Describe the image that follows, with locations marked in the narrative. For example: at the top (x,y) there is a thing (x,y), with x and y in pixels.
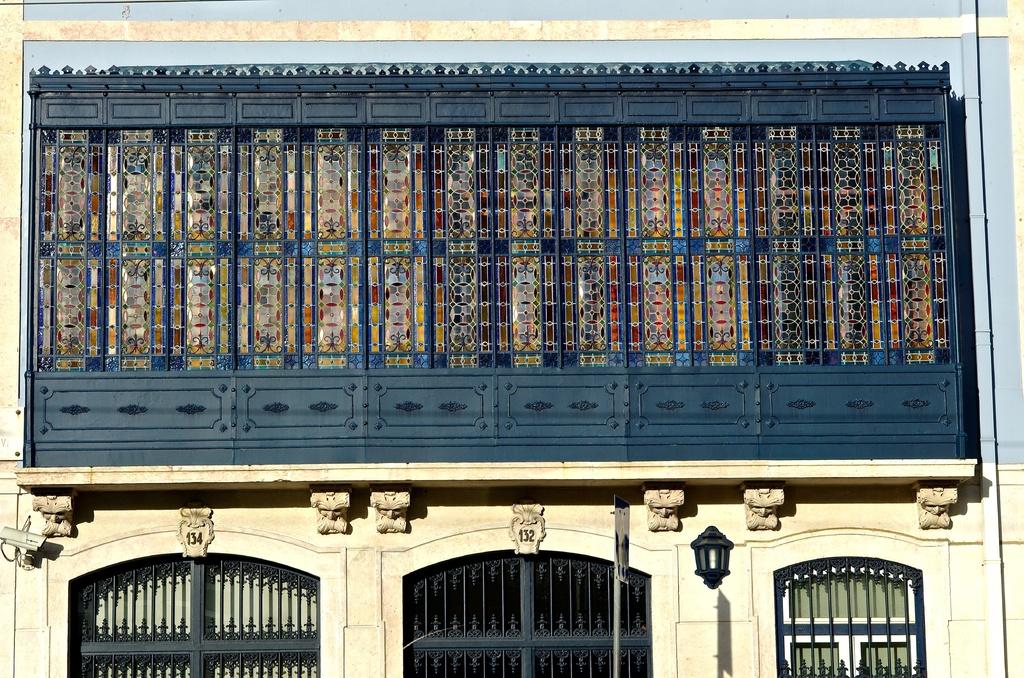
In this picture we can see a building (489,615). On this building (385,582), we can see a few rods (113,642), lantern (707,581) and other things (543,206).
